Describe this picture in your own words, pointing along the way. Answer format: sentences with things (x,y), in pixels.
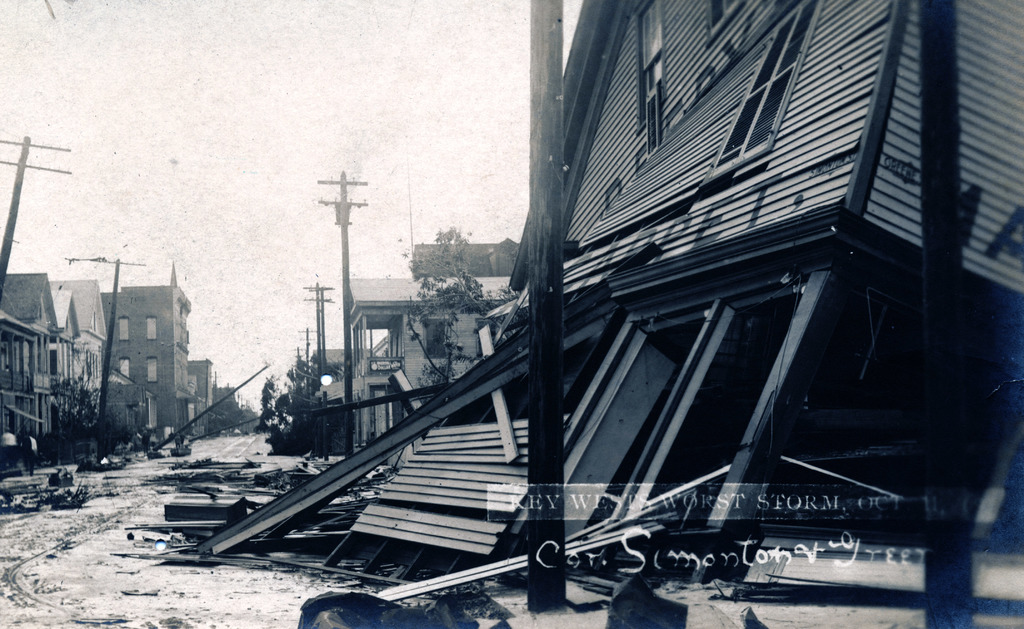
This is black and white picture, we can see buildings (77,333), trees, current poles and sky (258,404). Bottom of the image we can see watermark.
